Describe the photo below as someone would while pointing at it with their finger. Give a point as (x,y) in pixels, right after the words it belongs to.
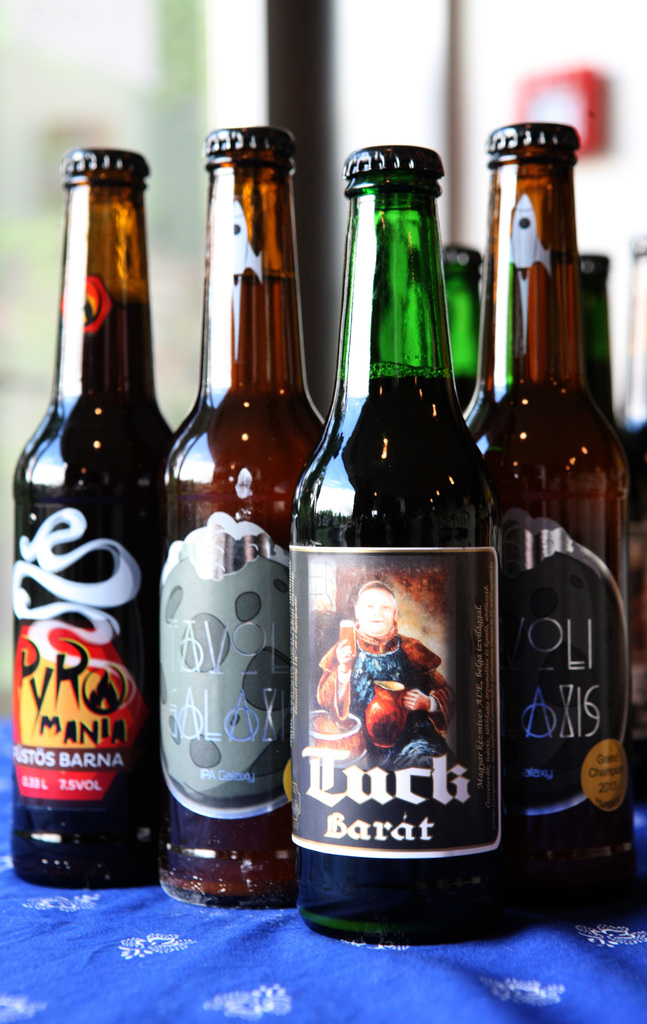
In this image there are bottles (301,473).
